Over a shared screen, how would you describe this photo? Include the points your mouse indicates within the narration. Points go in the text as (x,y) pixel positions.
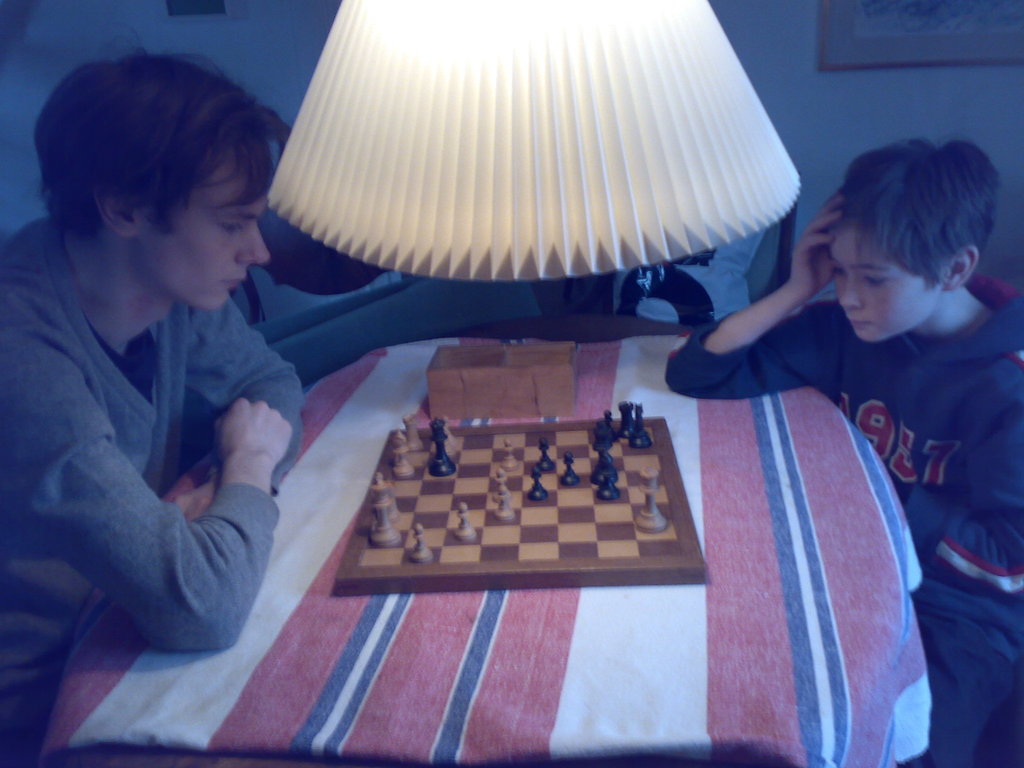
As we can see in the image there are two people (162,299) sitting on chairs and there is a table (756,539). On table (658,596) there is a chess board (438,530), a small box (471,364) and a lamp (507,152).
